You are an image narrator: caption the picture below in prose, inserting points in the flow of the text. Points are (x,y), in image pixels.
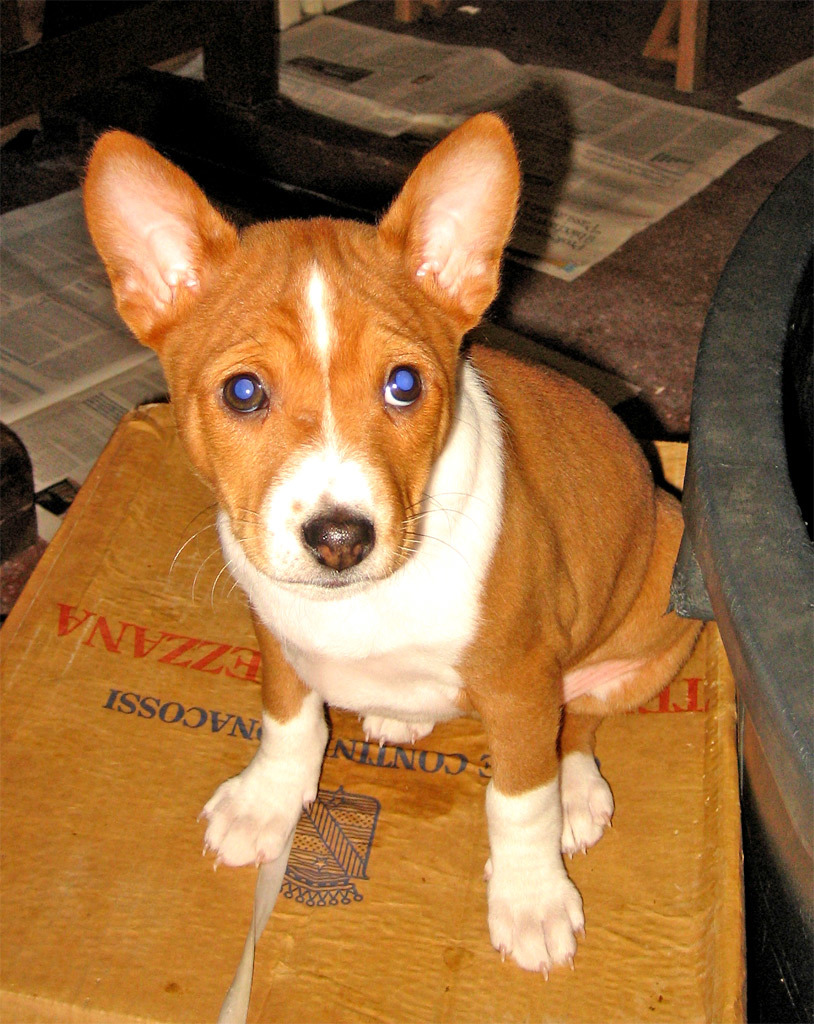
As we can see in the image there is a brown color dog (324,379) and there are newspapers (587,138) on the floor (634,91).
